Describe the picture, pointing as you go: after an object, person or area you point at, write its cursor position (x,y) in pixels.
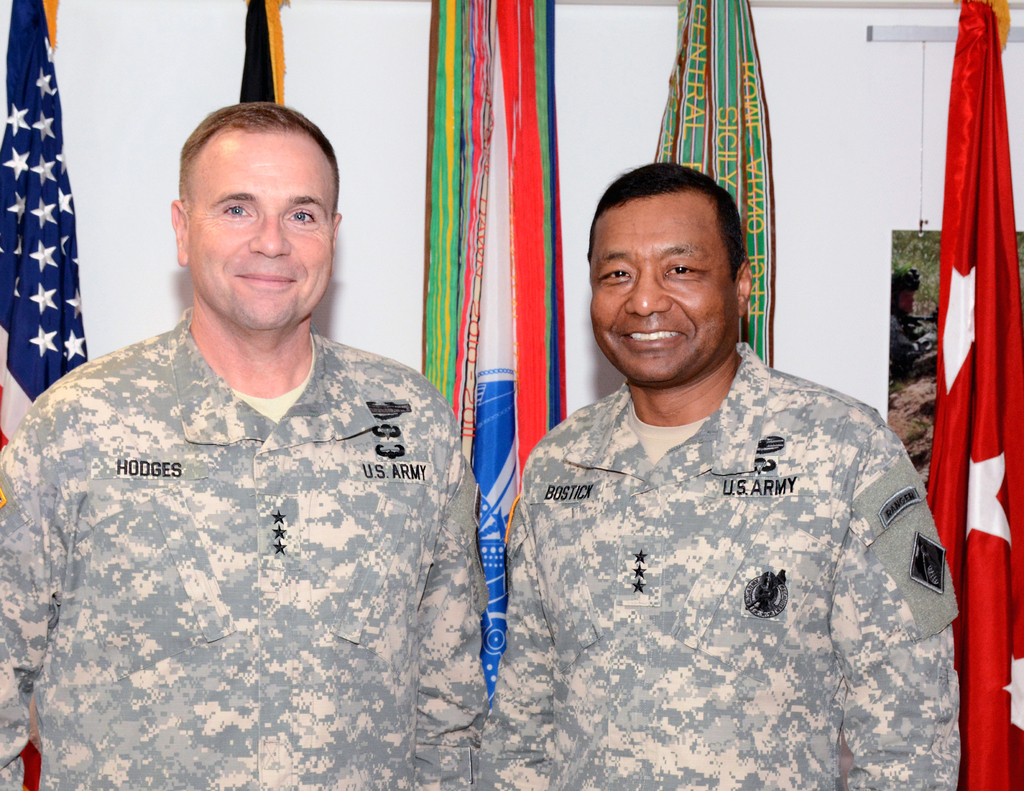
In this picture we can see two men (623,311), they both are smiling, behind to them we can find few flags (44,145) and a wall (383,173).
